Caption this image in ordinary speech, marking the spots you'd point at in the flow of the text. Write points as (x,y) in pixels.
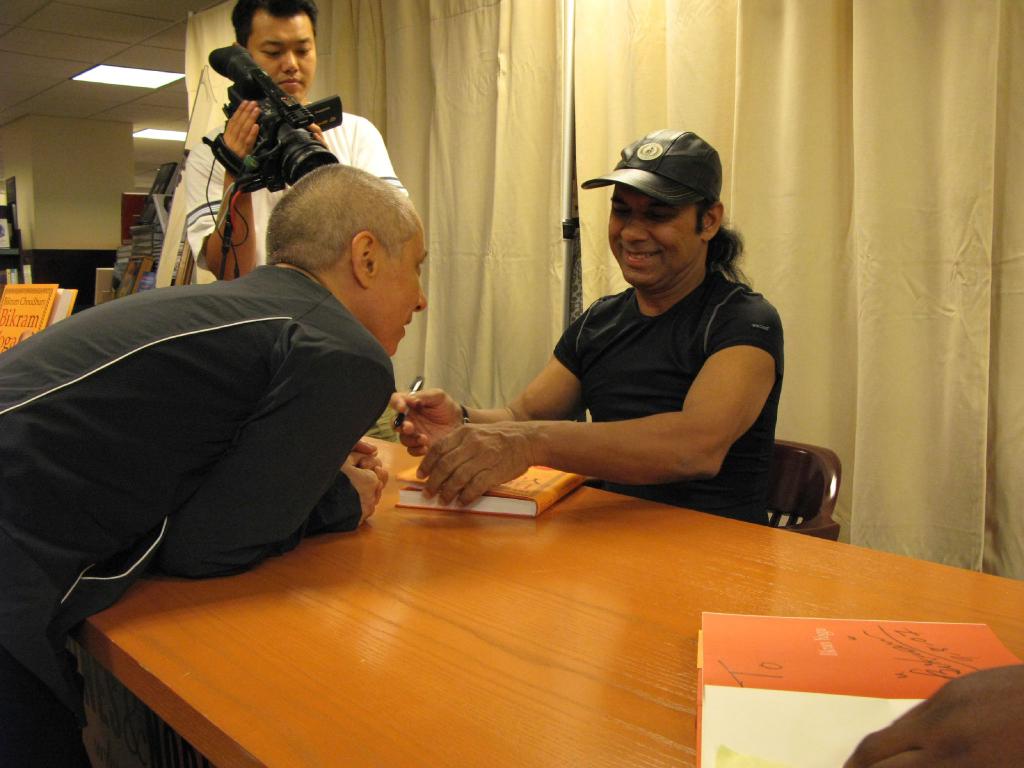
This picture is clicked inside the room (73,210). There are three people (308,216) in this picture. Man (610,374) sitting on chair (821,472) wearing black t-shirt (618,313) and black cap (642,180) is holding pen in his hands (432,422) and he is laughing. In front of him, the man (111,492) in black jacket (111,443) is looking the man (644,331) on the opposite side and he is smiling. Behind them, we see men (212,180) in white t-shirt (203,171) is holding video camera (250,80) in his hands (248,132) and he is taking video in it. In front of them, we see a table (532,568) on which book (541,487) and paper (790,690) are placed. Behind them, we see curtain (862,134) which is white in color and on the left corner of the picture (122,150), we see a pillar (56,166).
